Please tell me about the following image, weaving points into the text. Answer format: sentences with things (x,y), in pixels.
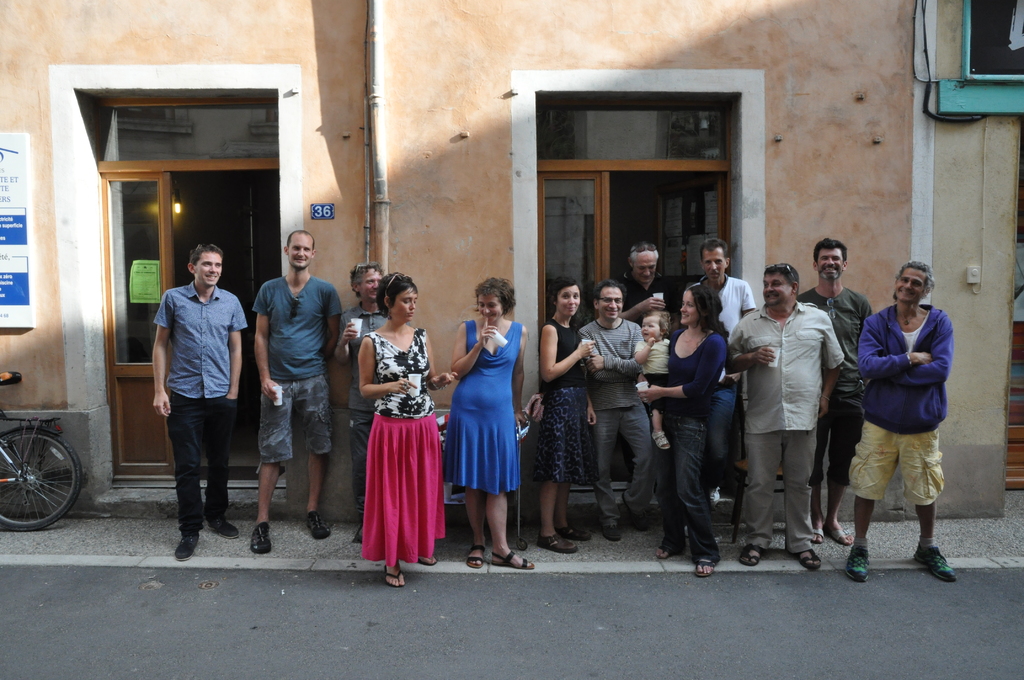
In this image, we can see a group of people (156,397). Few are holding some objects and smiling. At the bottom (902,644), there is a road (616,638). Here we can see a woman (690,368) is holding a baby (659,361). Background (350,222) there is a wall (400,248), pipes (377,255), some board (15,248), glass doors (125,293), poster (138,287). Right side (999,70) top of the image (1002,58), we can see some black color object (994,46) here. Left side of the image (38,476), we can see a wheel (32,468).
